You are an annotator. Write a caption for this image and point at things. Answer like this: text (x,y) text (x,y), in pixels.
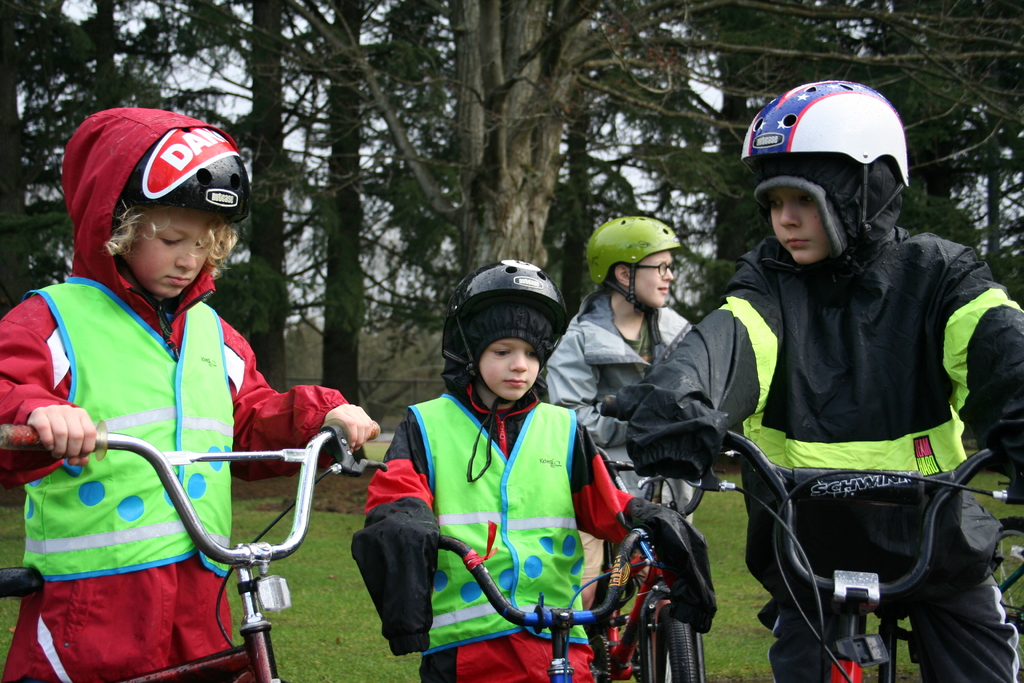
in this picture we see people (932,649) riding bicycle (9,591) by wearing helmets (819,119) on their head (777,130) and we can see a tree (292,46) back to them.
